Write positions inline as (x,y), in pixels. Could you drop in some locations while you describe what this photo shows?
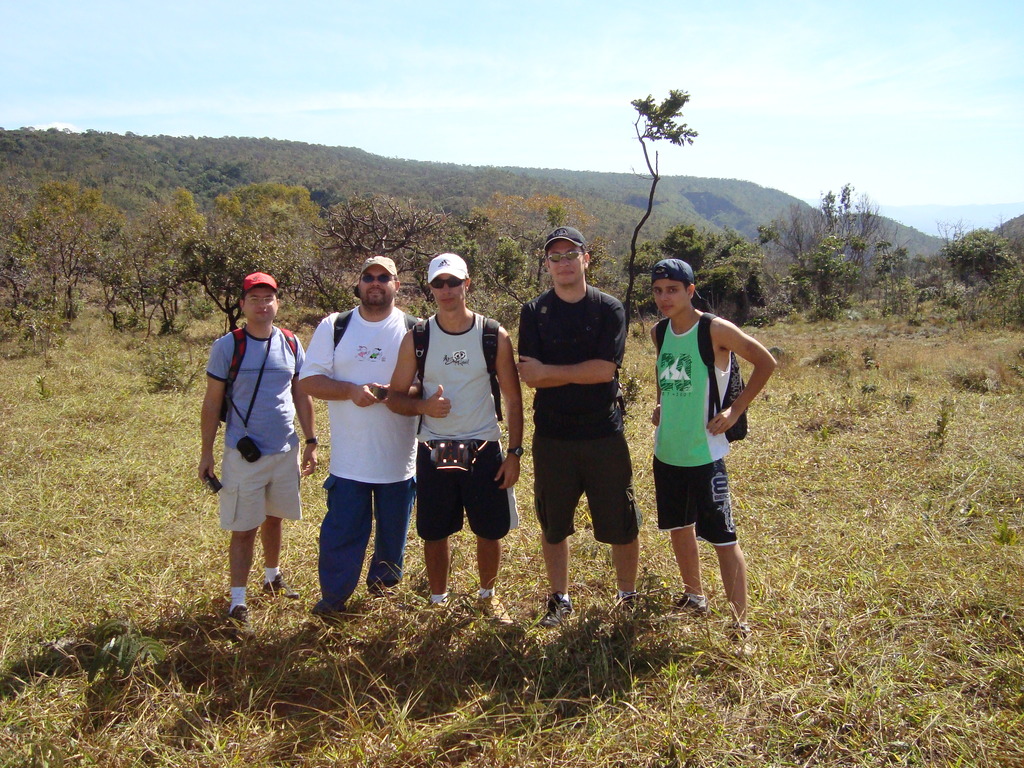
In this image at the center (558,454) there are few people (450,317) standing on the grass (739,673). In the background (442,225) there are trees (460,217), mountains (693,202) and sky (906,108).
